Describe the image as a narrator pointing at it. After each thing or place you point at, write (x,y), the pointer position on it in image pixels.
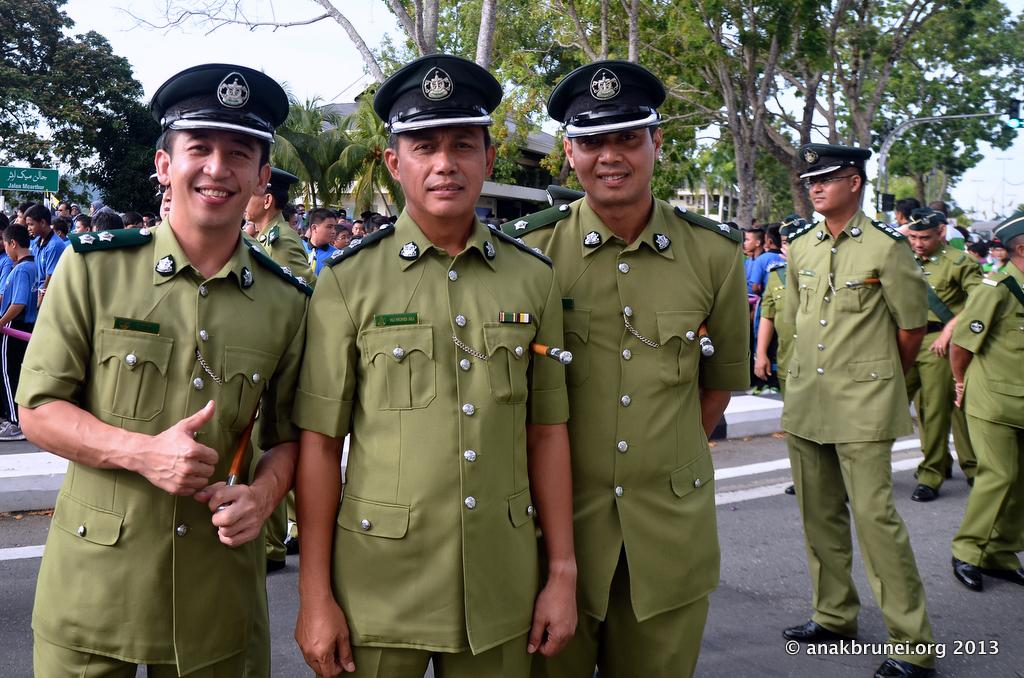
In this image we can see there are three people (450,449) standing and posing for a picture, behind them there are a group of people (1021,431) standing, in the background (562,66) there are houses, trees (61,152) and a board (49,184) with some text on it, at the bottom right corner of the image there is some text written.
